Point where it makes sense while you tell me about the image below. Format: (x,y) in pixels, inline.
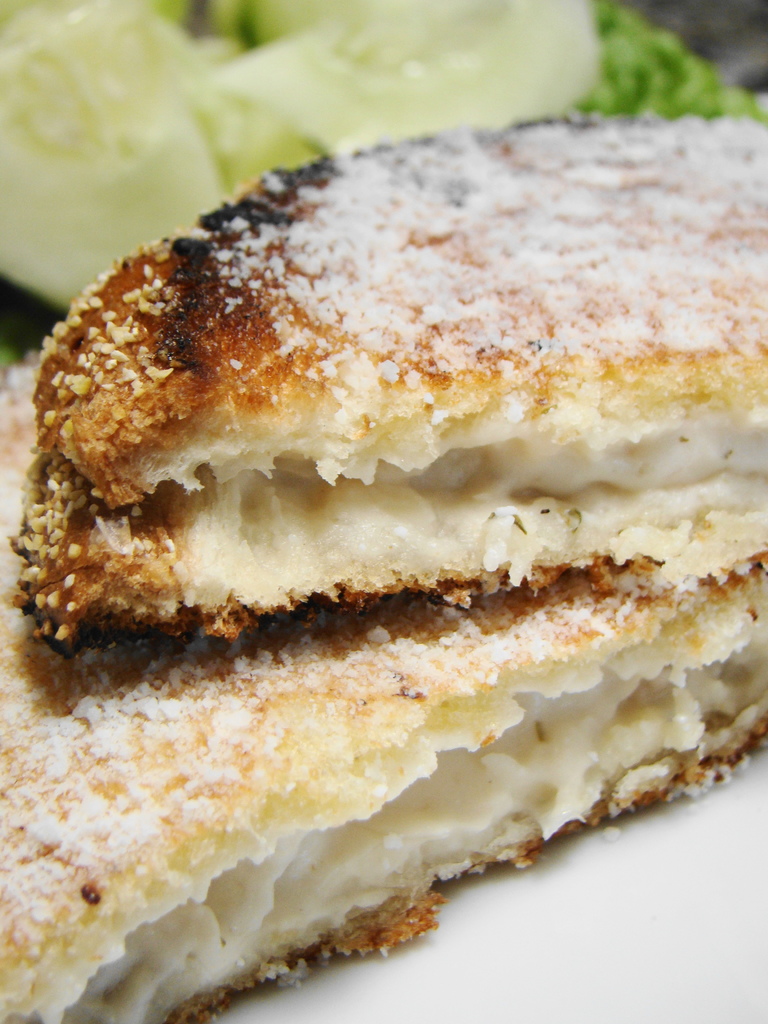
The picture consists of food items (410,355). At the top (332,74) there is food (358,97).
